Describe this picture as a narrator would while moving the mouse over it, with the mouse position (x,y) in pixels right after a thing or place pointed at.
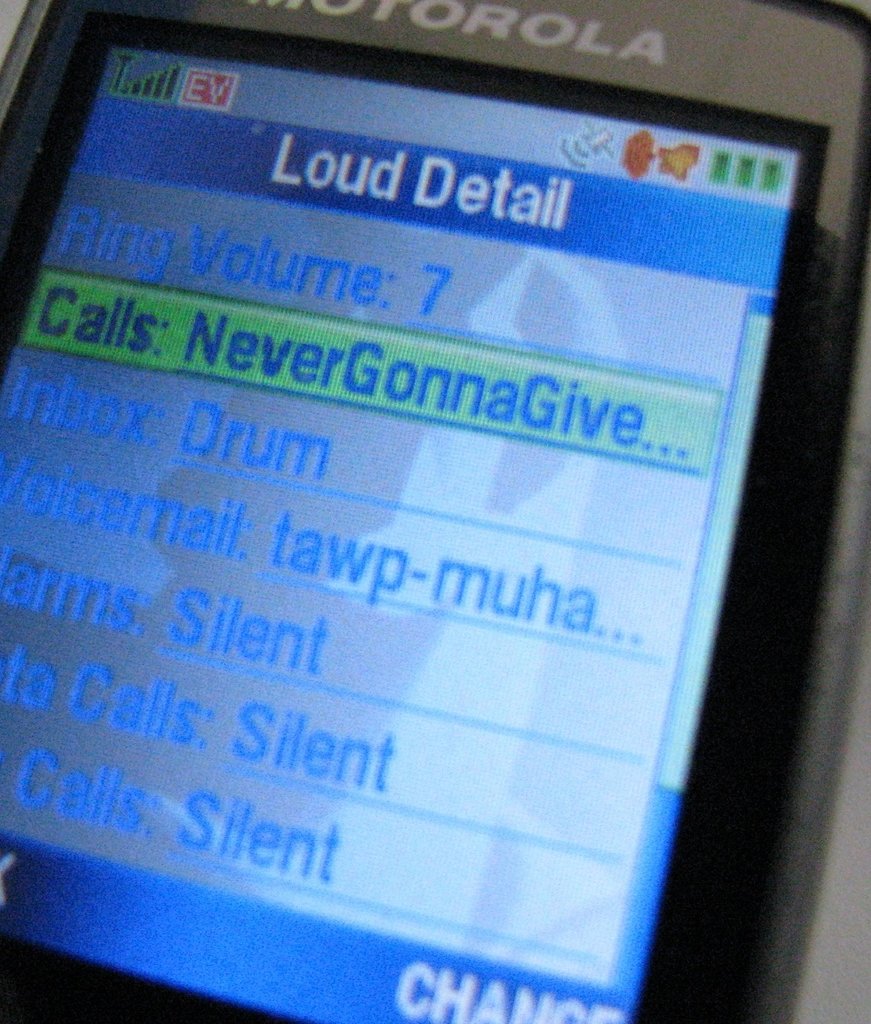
It the picture of a screen (438,299) of a mobile phone (423,483).
